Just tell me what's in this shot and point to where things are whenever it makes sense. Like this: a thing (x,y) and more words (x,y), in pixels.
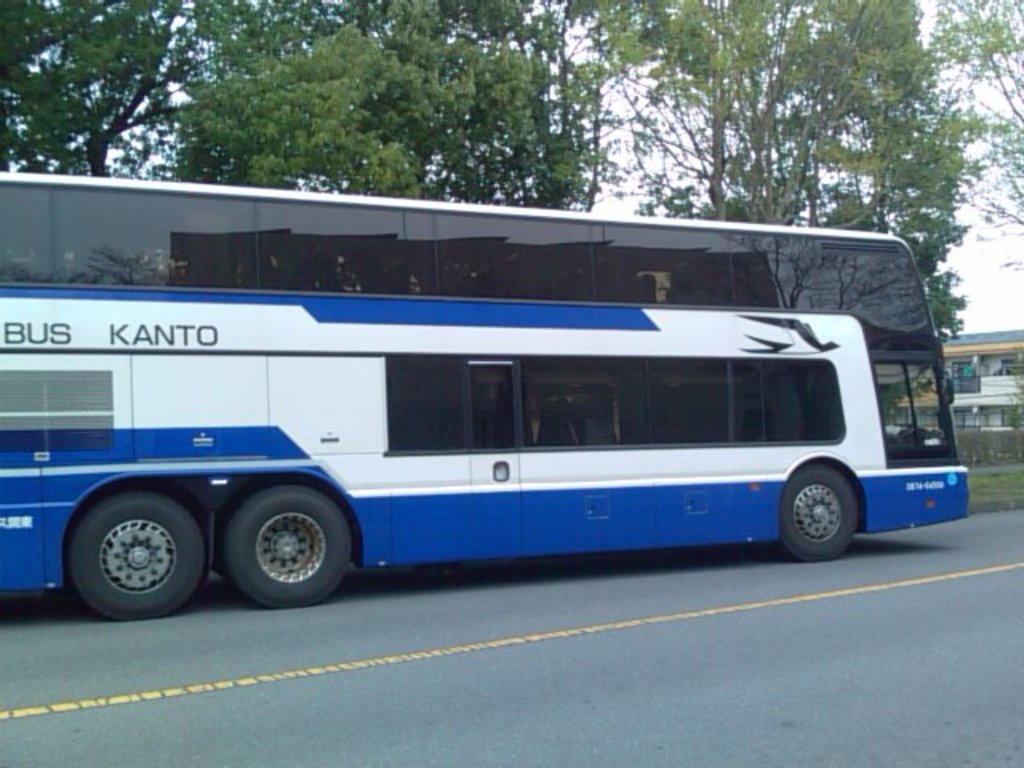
In the picture I can see a bus (571,425) on the road (511,568). On the bus (115,369) I can see something written on it. In the background (729,172) I can see trees (767,176), the grass (1003,486), buildings (983,342) and the sky (986,191).
